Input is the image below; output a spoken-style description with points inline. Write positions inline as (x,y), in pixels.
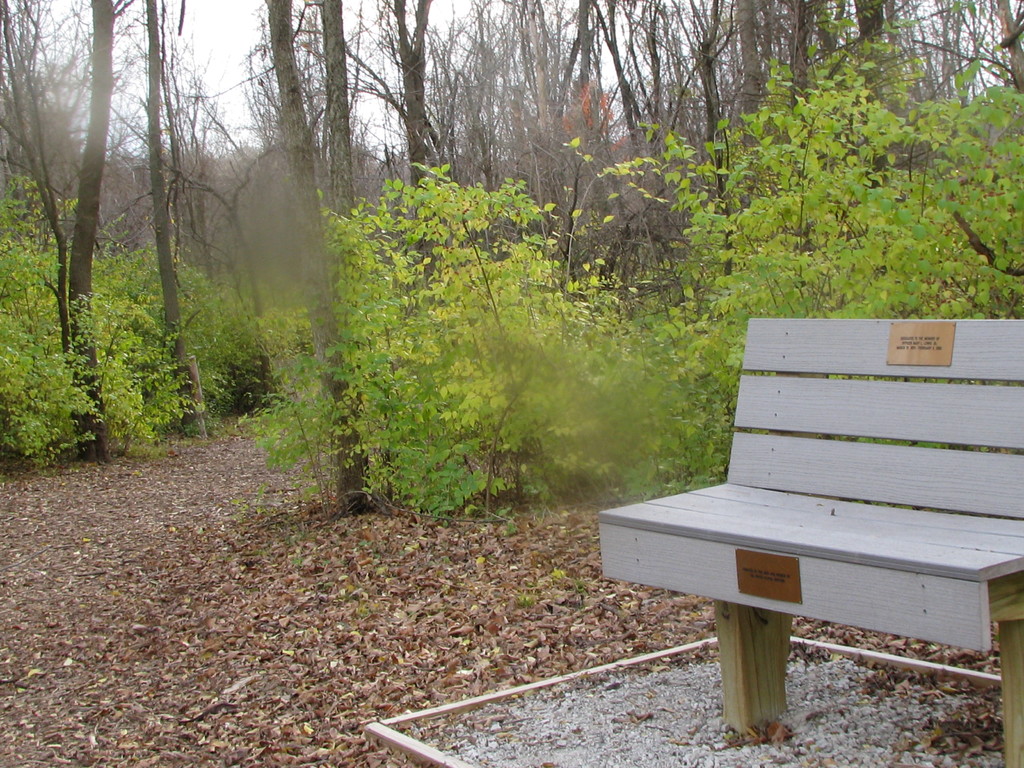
In this image I can see the bench (816,522). To the side of the bench (885,488) I can see many trees (386,340) and I can see the white sky (230,59).
